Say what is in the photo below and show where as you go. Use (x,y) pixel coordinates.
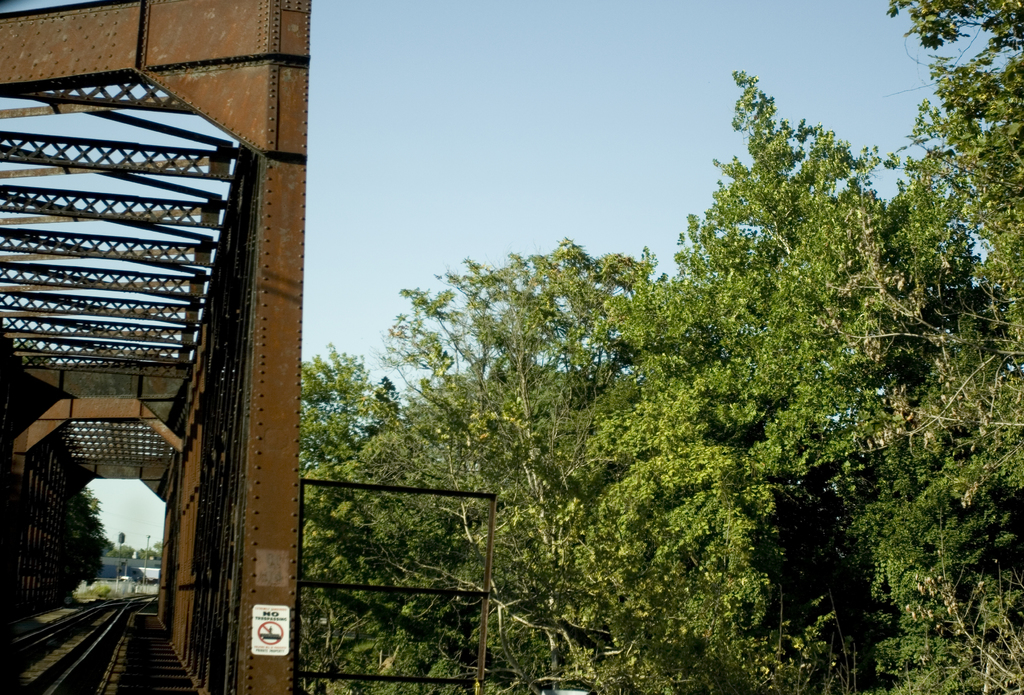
In this image, we can see the railway track (137,602). We can see a bridge (234,318) with metal fences (227,665). We can also see a poster (284,610) and a black colored object (403,489). There are a few poles (148,554). We can see some trees (371,387) and the sky (323,170).
